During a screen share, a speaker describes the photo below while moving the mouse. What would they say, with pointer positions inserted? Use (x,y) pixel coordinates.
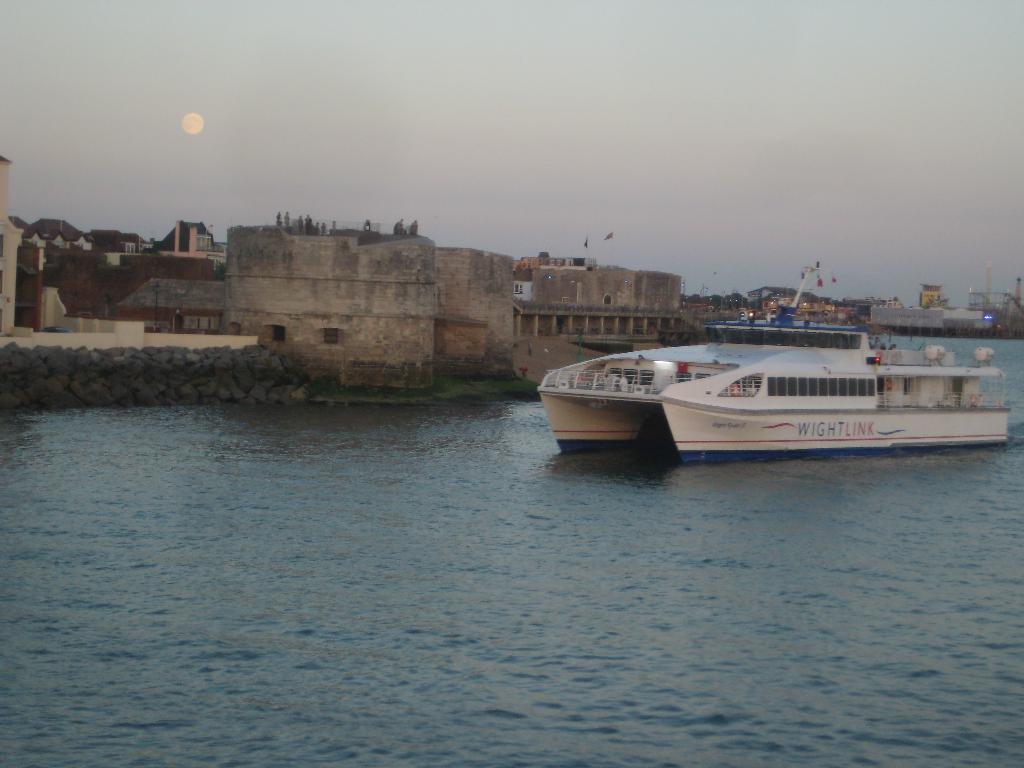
In this image there is a ship (577,377) on the river (443,489). In the background (335,252) there are buildings (675,324) and the sky (539,182).
